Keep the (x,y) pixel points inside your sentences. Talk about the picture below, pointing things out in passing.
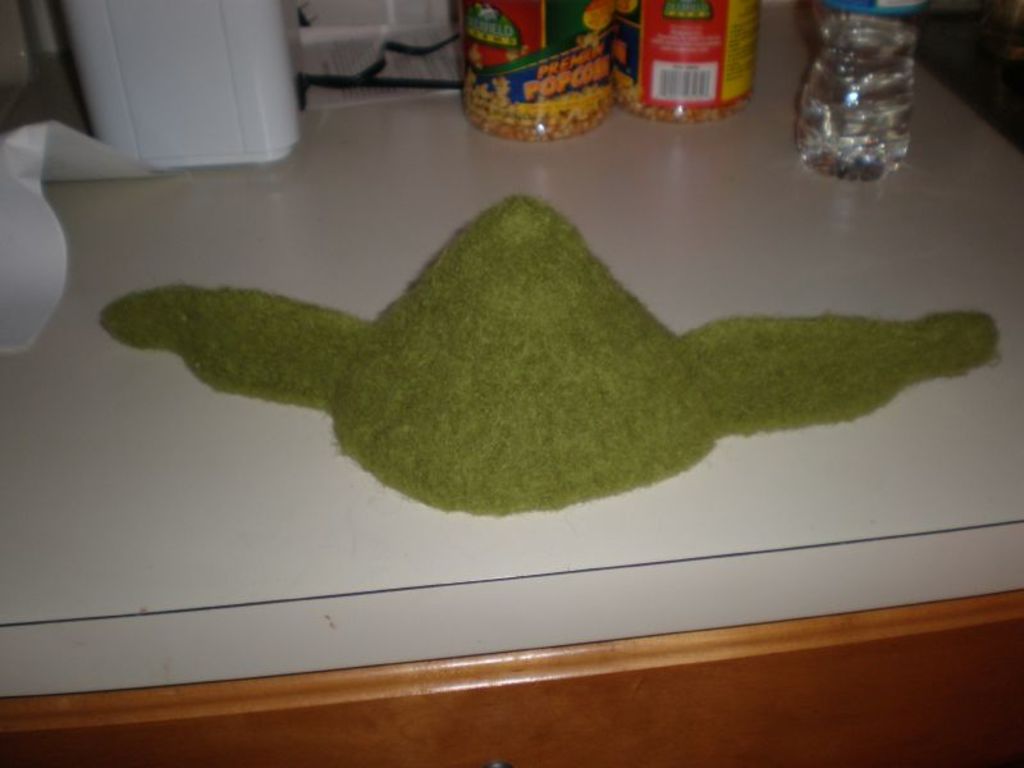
In the center (670,268) we can see table (318,297), on table (463,539) we can see bottle (685,78) named as "Popcorn" and cap (541,422) and few more objects (37,160).
